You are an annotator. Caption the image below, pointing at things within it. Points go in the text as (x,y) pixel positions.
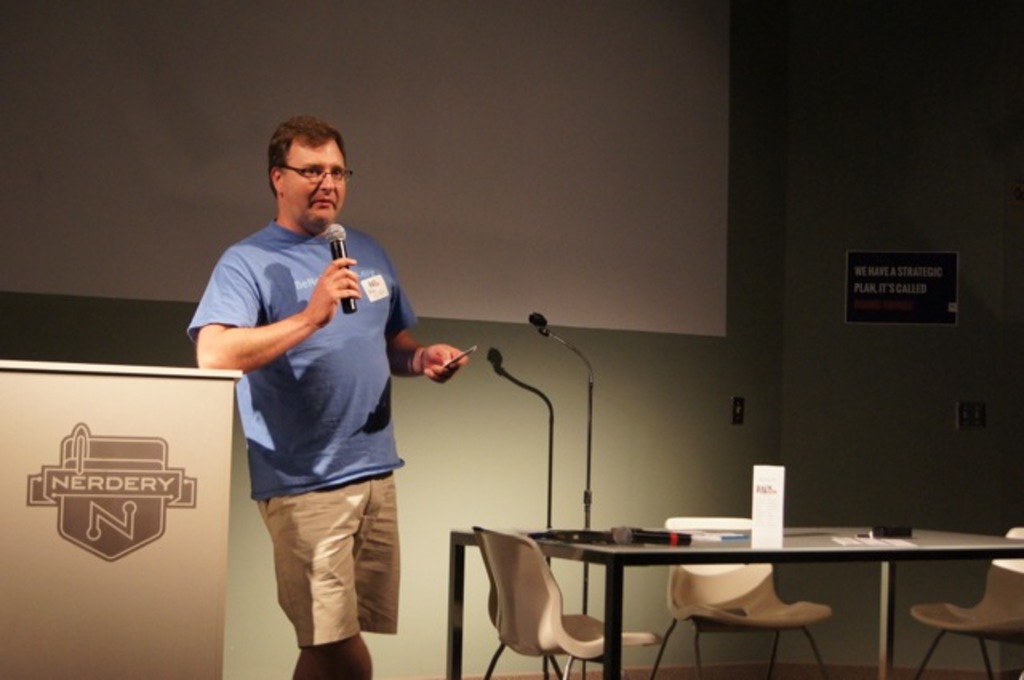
In this image there is a wooden object (129,479) with text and there is a person (304,416) holding an object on the left corner (252,427). There are chairs (773,584), there is a table (614,593), there is a mike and there are objects (621,538) on the table (600,548), there is a board (927,270) with text (902,290) on the wall (850,401), there is a metal object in the right corner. It looks like a screen (668,150) on the wall (788,122) in the background (706,113).
